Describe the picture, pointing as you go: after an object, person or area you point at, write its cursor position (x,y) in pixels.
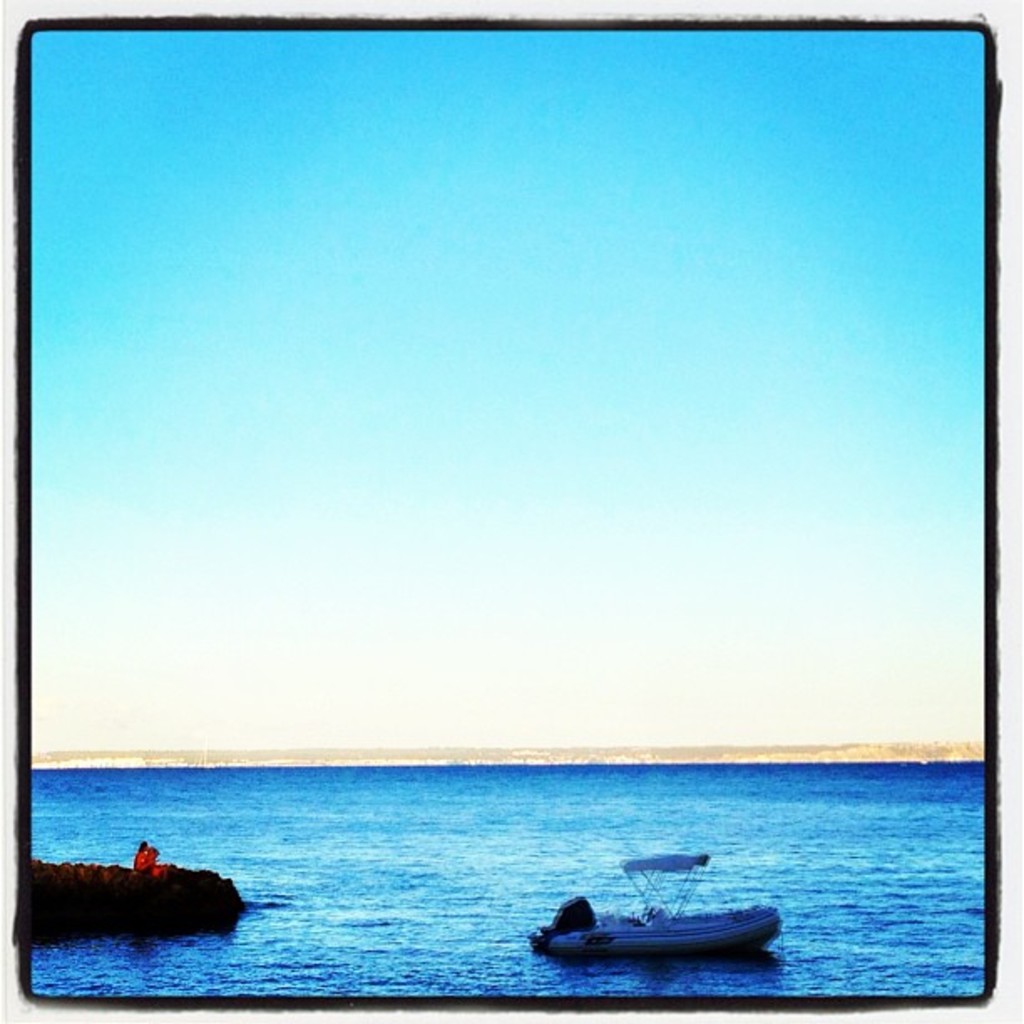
At the bottom (773,915) I can see a boat (641,872) in the water (606,809). On the top (545,167) I can see the blue sky (541,450). This image is taken may be in the ocean (510,903).
